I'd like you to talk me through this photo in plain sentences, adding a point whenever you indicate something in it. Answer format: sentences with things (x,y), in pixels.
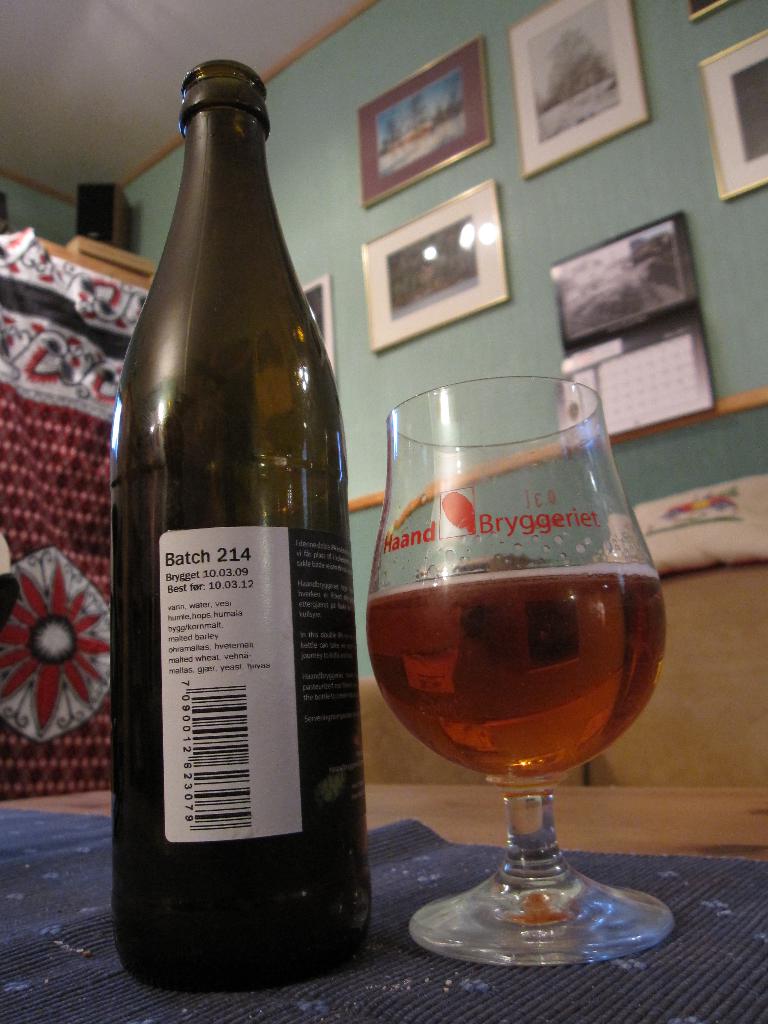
In this picture I can see there is a beer bottle (287,675) and a beer glass (429,489) placed on a surface (414,888) and there is a wall (756,456) in the backdrop (723,452) and there are few photo frames (427,308) and a calendar (640,388) placed on the wall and there is a red and white cloth (62,616) at left side (53,599).
